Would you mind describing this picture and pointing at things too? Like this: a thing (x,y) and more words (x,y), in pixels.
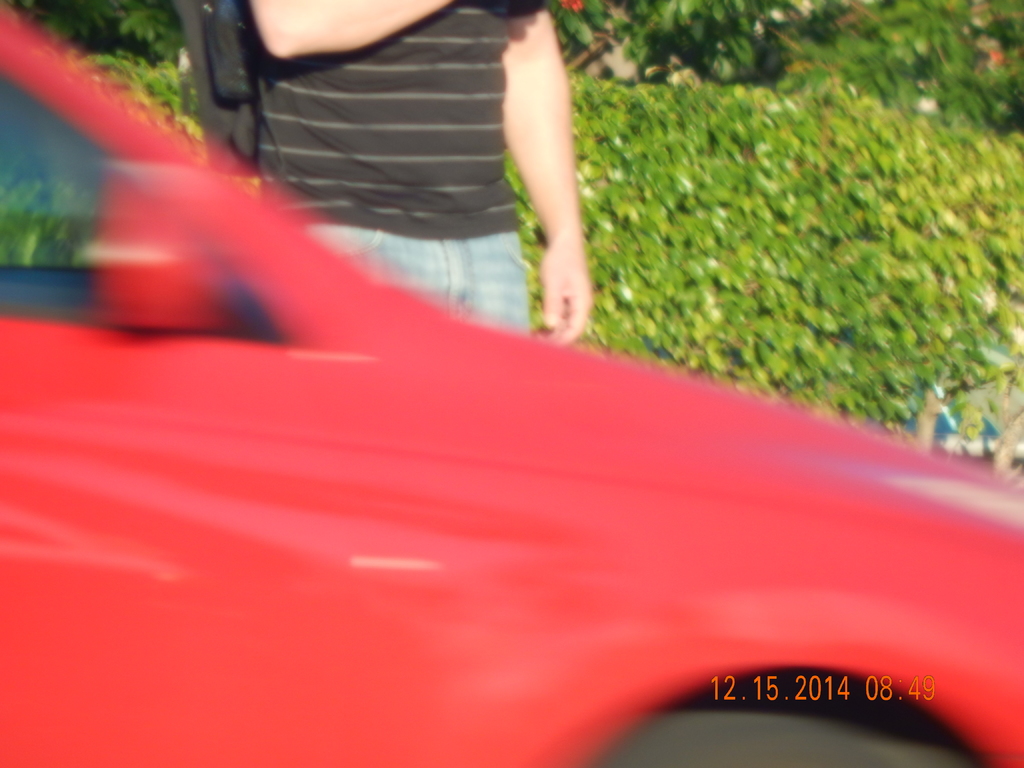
In this picture we can observe a person (394,121) standing. There is a red color car (405,523). We can observe watermark (820,686) on the right side (769,690). In the background (834,238) there are plants (736,133).
